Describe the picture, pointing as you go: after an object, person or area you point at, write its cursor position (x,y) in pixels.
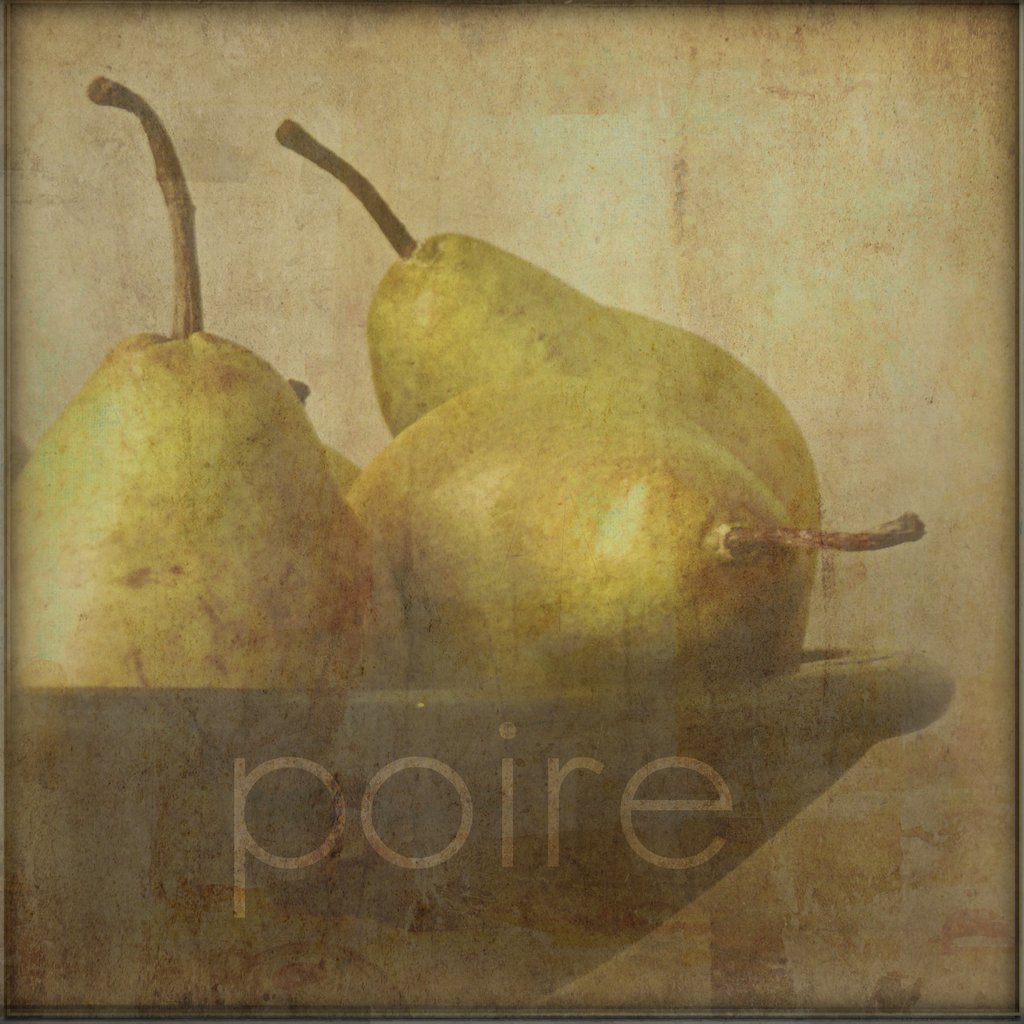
In this image we can see the picture of some pears (438,454) in a bowl (616,727). We can also see some text (628,814) on it.
